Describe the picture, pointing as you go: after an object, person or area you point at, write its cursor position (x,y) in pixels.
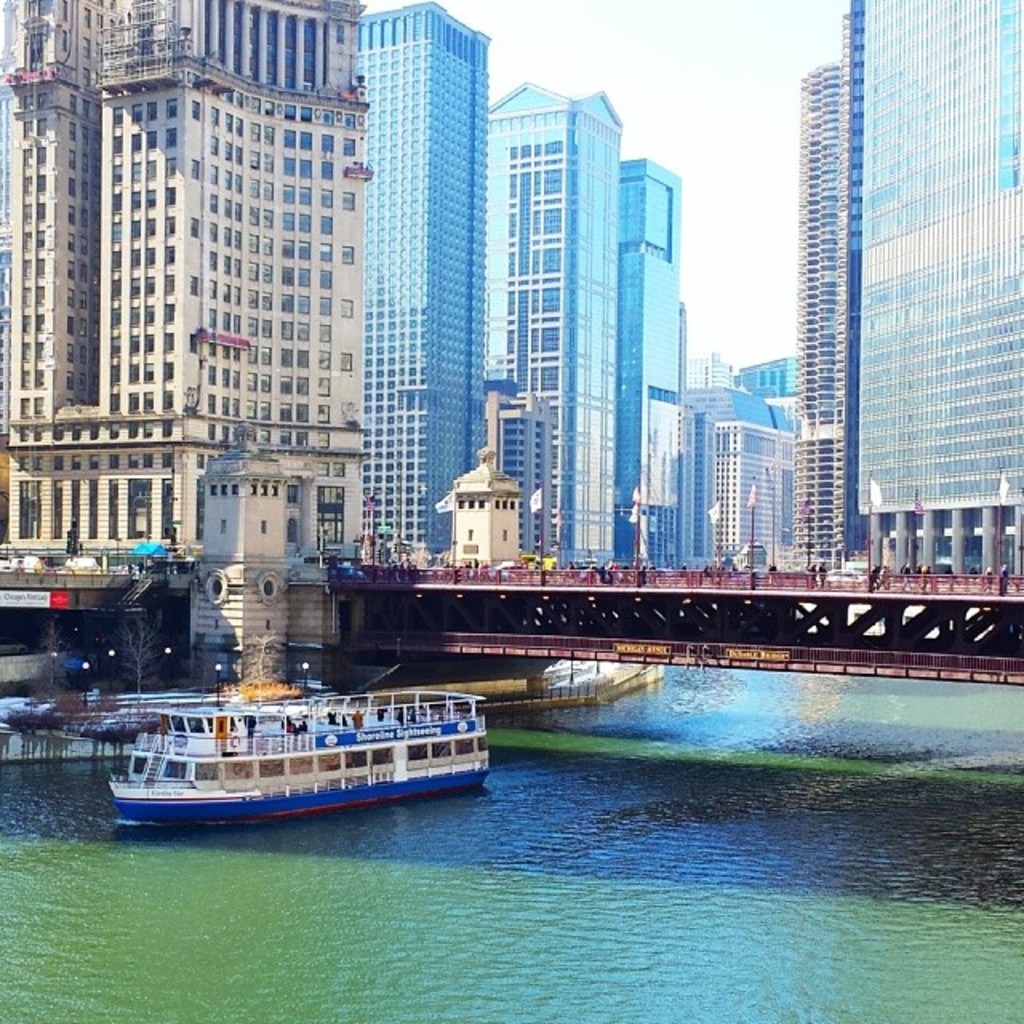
On the left side (244,760), there is a boat (244,760) on the water (104,804). Above this boat (384,774), there is a bridge (700,595). In the background (1007,320), there are buildings (1022,330) and there are clouds (699,164) in the sky (689,160).
